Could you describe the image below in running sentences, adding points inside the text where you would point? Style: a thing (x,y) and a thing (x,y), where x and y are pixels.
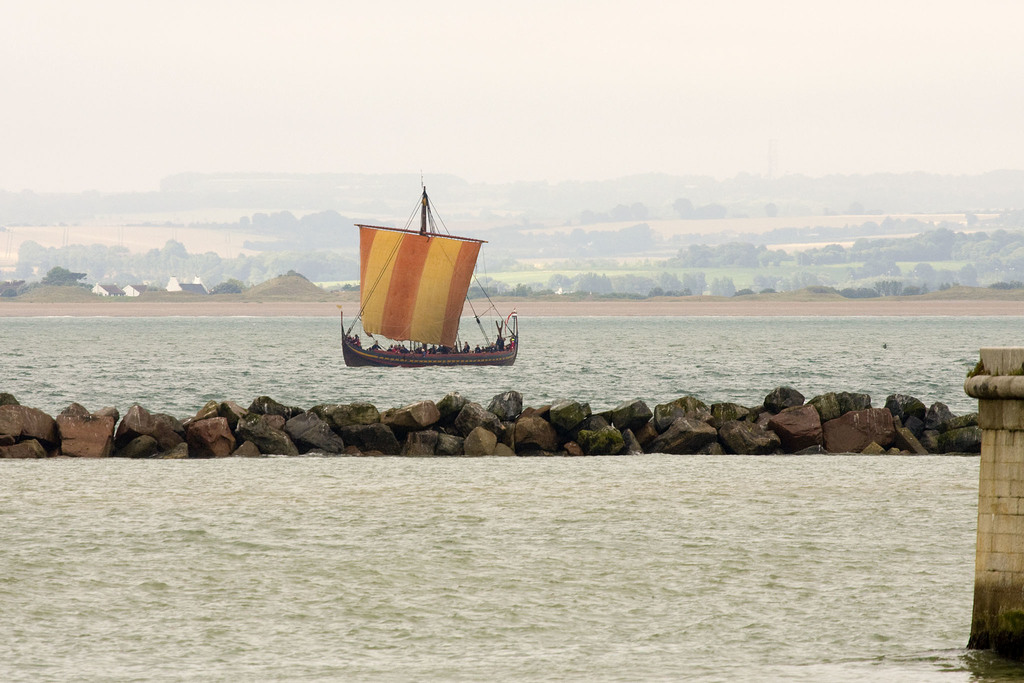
In this picture we can see water (827,509), wall (1016,458) and rocks (417,413). There are people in a boat (425,352). In the background of the image (601,248) we can see trees (624,234) and sky (597,172).
